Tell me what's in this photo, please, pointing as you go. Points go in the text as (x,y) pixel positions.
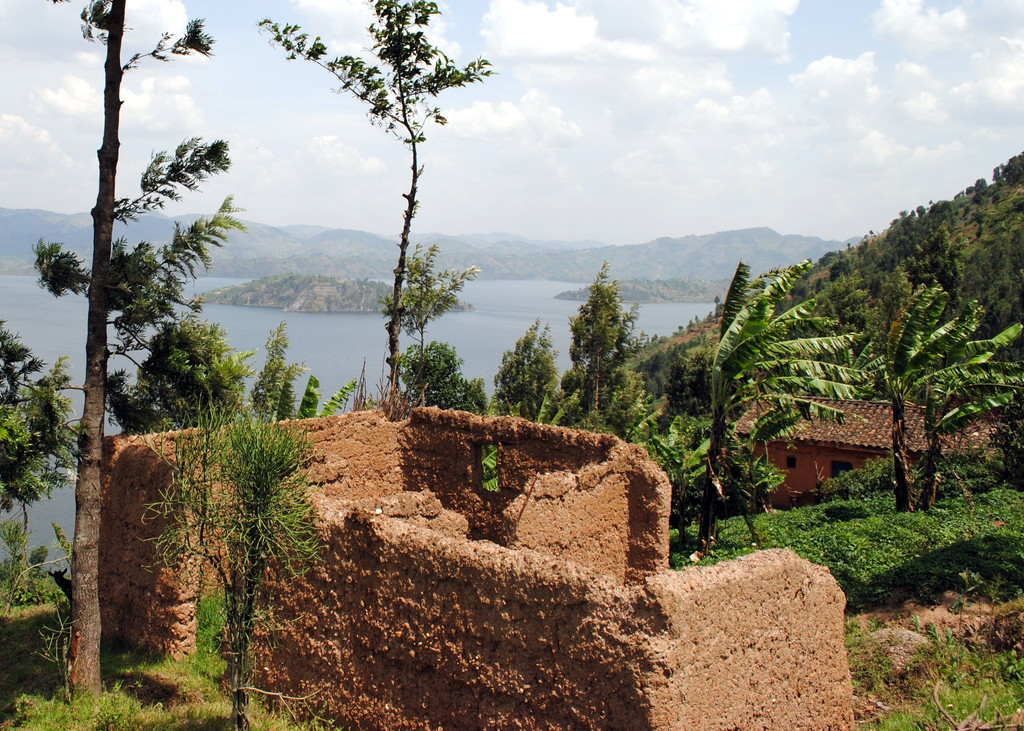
In this image we can see the mountains (492,272), one river (457,336), one house (812,440), few walls (458,653) in the middle of the image (542,467), one animal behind the tree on the left side of the image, some dried sticks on the bottom right side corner of the image, some trees (662,395), bushes (1019,453), plants (244,708) and grass (97,697) on the ground (950,612). At the top (260,153) there is the cloudy sky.
